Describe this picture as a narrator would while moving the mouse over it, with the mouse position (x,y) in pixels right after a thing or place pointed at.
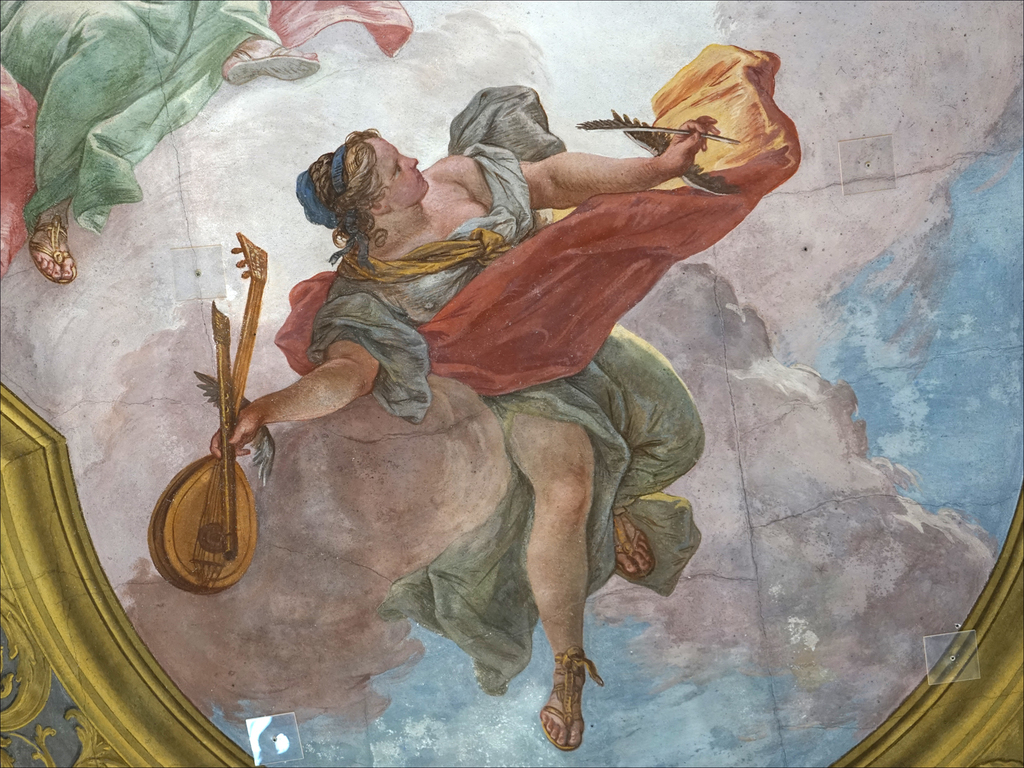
This image is a painting. In this painting we can see a person (363,274) holding a musical instrument (232,498). At the top (111,182) there is another person (99,157).
